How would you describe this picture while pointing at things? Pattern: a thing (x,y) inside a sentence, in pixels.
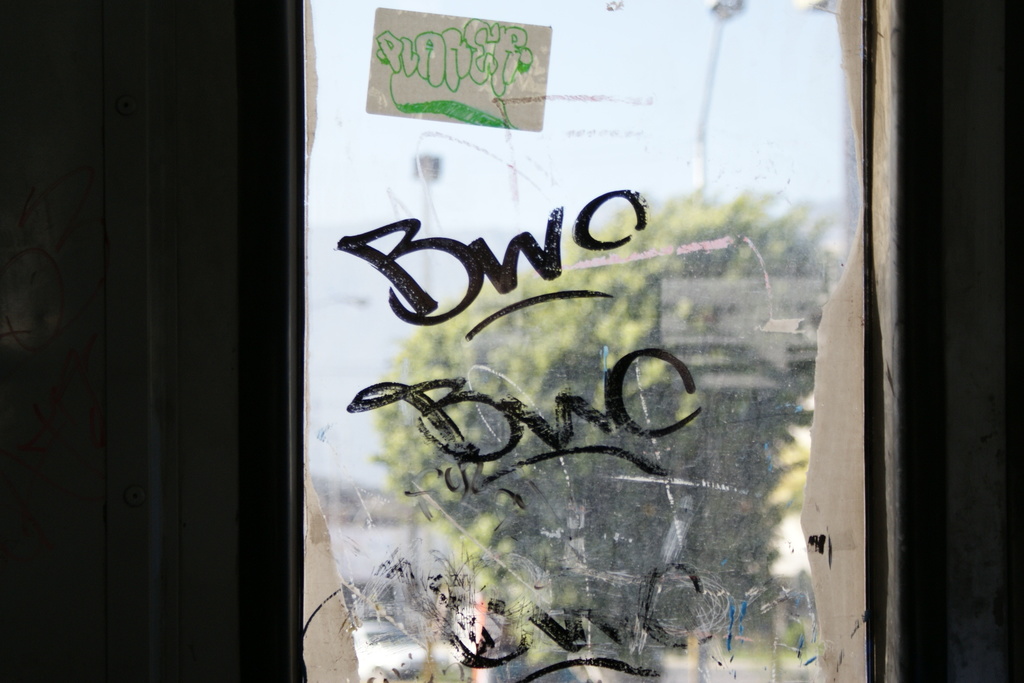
This image consists of a glass (514,467). On that there is something written. From that we can see that there is a tree (413,427) in the middle (521,343). There is sky (444,156) at the top (387,152).
